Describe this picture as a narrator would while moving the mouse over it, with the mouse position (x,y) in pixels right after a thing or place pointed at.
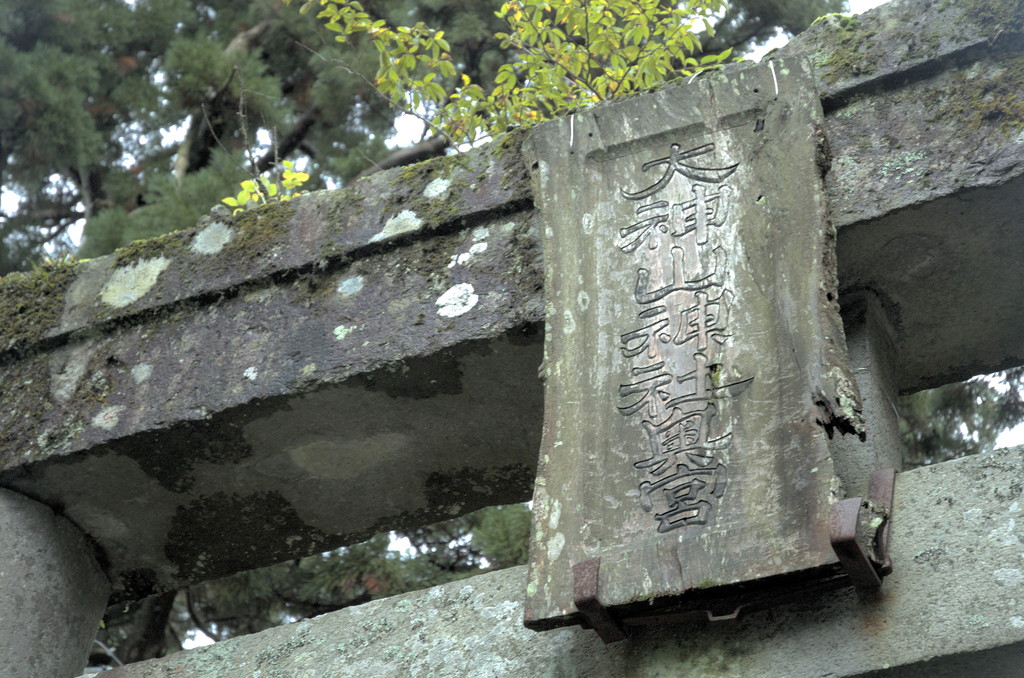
There is a wall (490,333) with a board (623,374) and something written on that. In the back (428,89) there are trees (501,89).
